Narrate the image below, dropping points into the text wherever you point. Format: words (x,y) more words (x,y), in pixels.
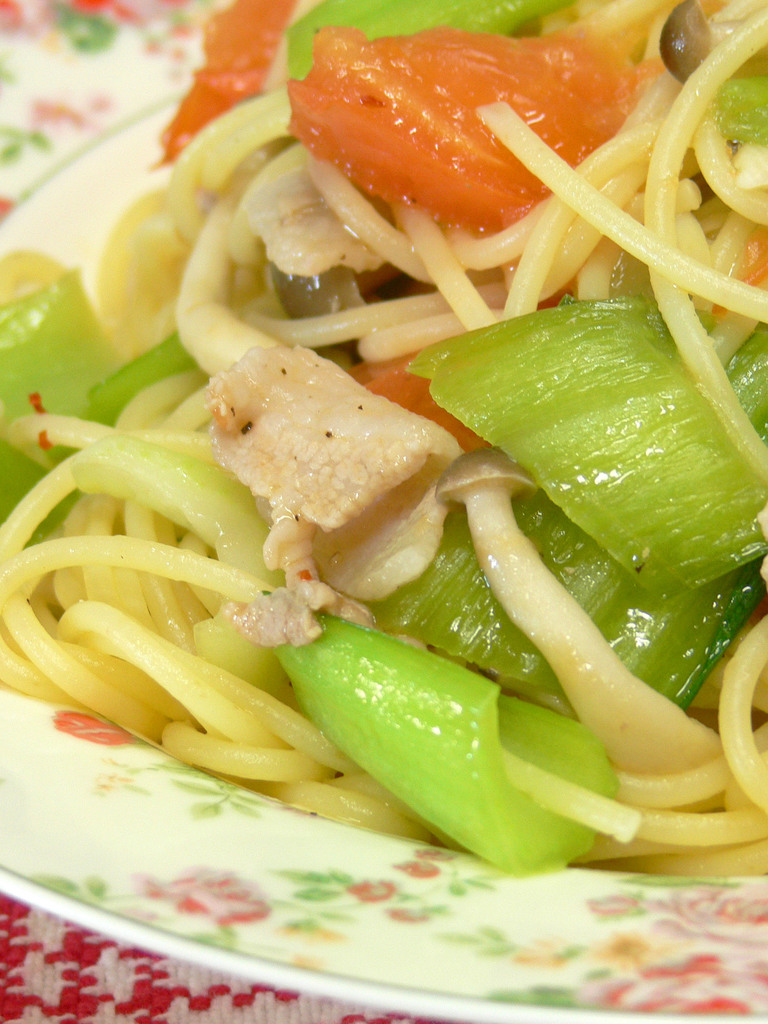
In the picture I can see a food item (421,409) on plate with different vegetables (450,368).
